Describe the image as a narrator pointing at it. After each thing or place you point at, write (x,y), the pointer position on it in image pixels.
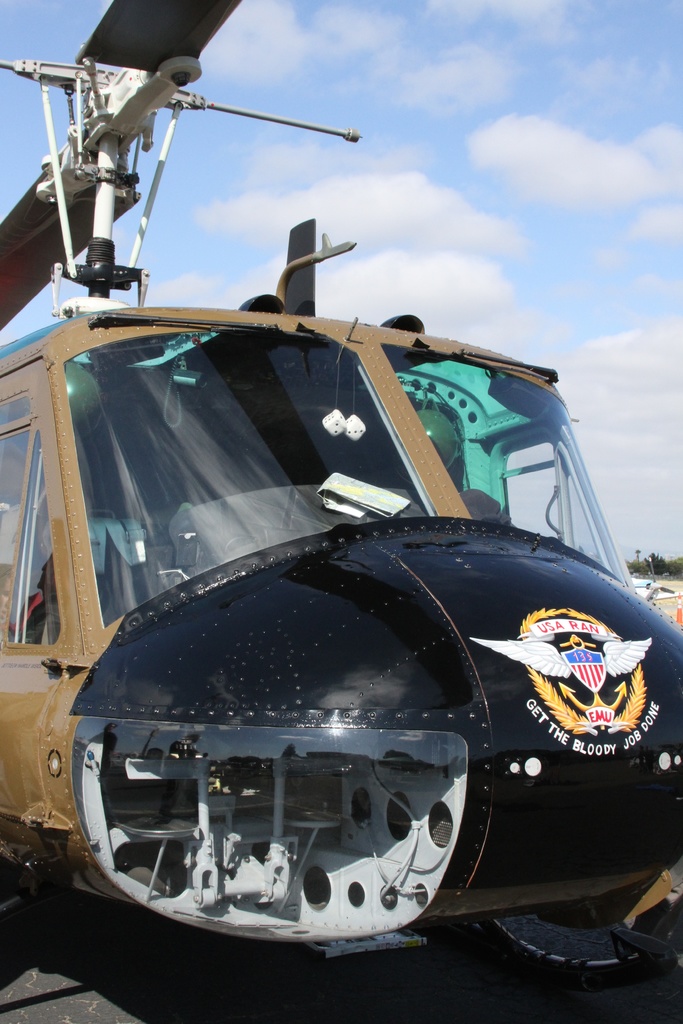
In the image there is a vehicle (208,336), there are wings (101,45) to the top of the vehicle (81,479).
